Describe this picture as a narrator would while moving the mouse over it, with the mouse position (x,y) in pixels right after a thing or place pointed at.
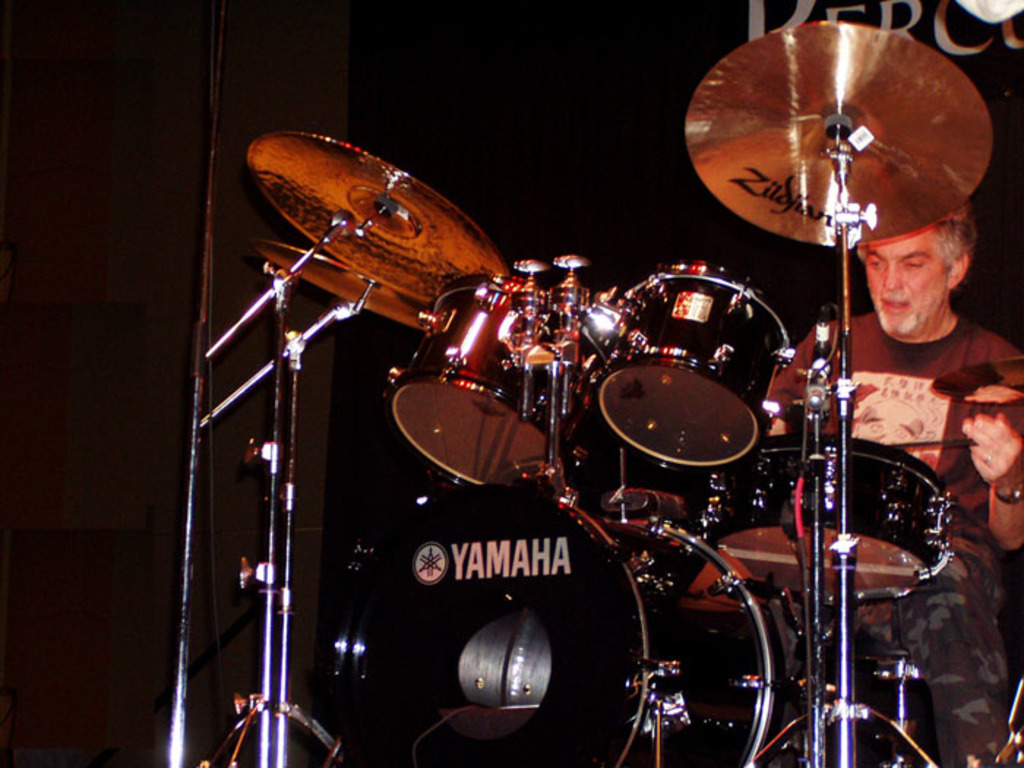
In this image I can see a person (956,459) is playing musical instruments (725,520) on the stage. In the background (542,166) I can see a wall (8,90), text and dark color. This image is taken may be on the stage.
